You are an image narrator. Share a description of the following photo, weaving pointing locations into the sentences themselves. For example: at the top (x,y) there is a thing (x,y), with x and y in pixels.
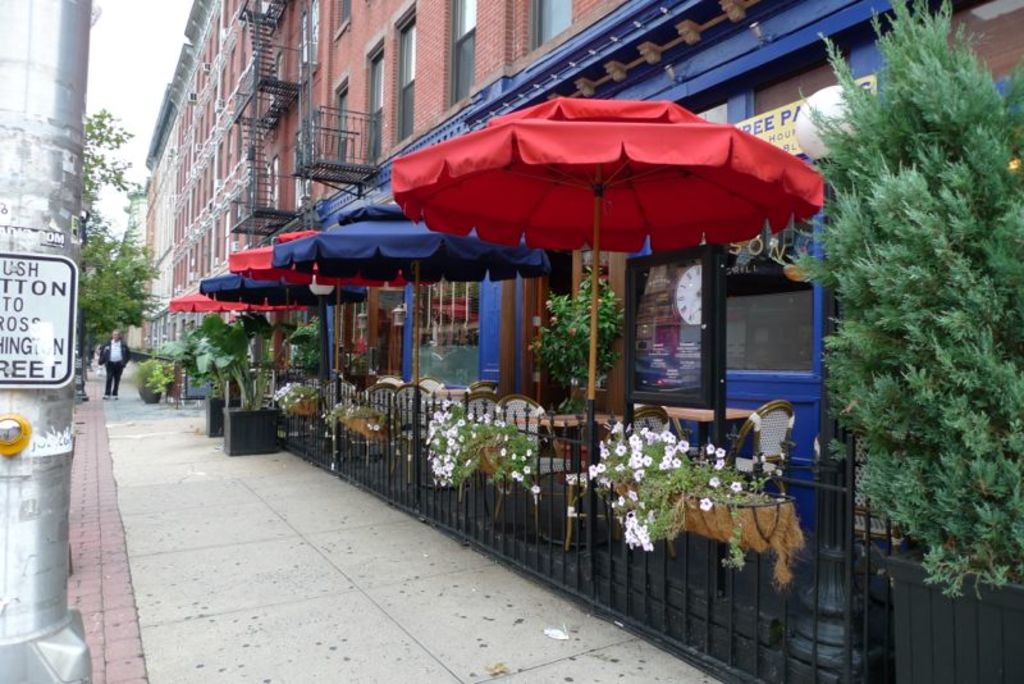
On the left side of the image (57,471) there are poles (80,14). There is a board (48,264) with some text (41,332) on it. On the right side of the image (866,503) there is a metal fence (325,441). There are flower pots (614,479), plants (614,479). In the left side of the image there is a person (108,383) walking on the pavement (223,611). There are tents (449,266), buildings (275,200), trees (125,292). At the top of the image (118,200) there is sky (144,96).
